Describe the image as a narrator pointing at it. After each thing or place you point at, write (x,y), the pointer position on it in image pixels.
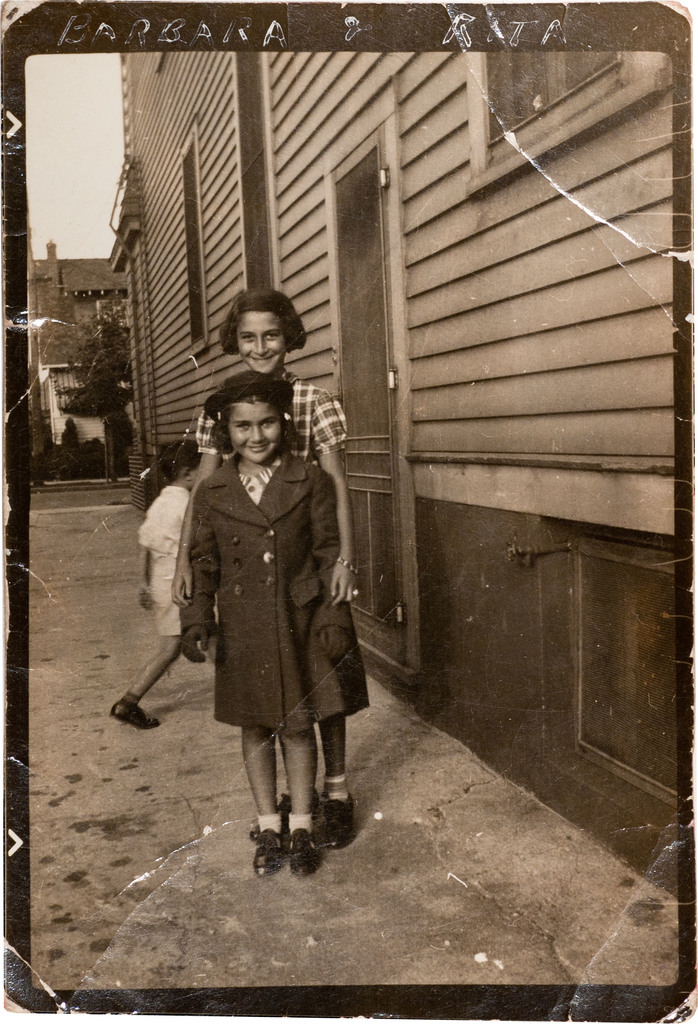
This image consists of three persons (247,563). At the bottom (403,928), there is a road (380,925). On the right (521,214), we can see a building (289,236). It looks like a photograph.
